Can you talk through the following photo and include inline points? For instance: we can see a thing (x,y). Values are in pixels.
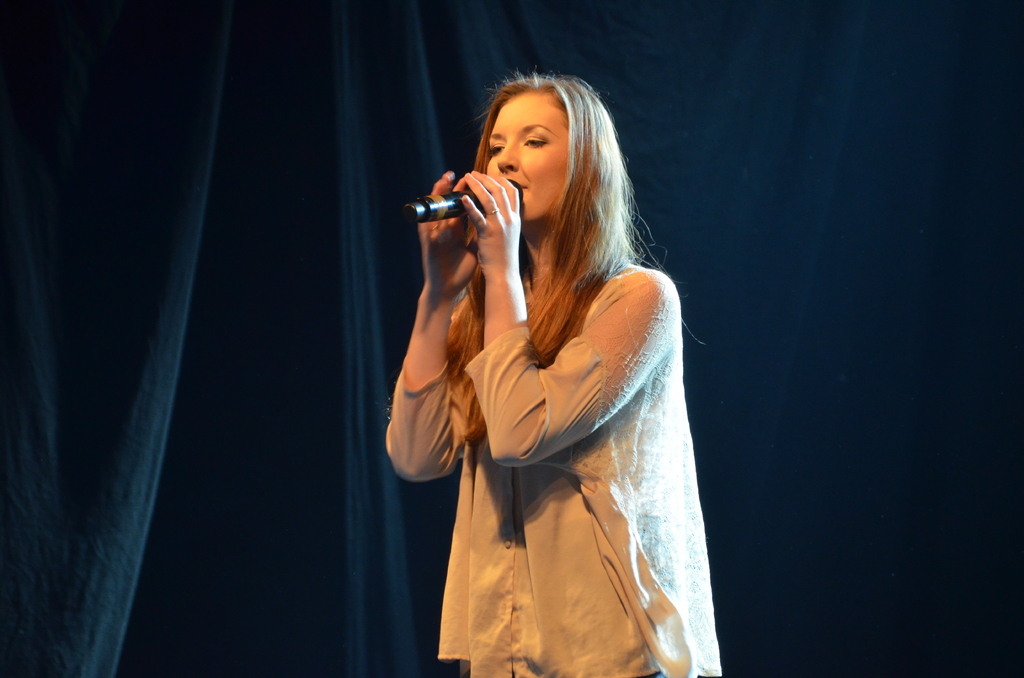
As we can see in the image there is a woman (568,235) holding mic (457,196).
